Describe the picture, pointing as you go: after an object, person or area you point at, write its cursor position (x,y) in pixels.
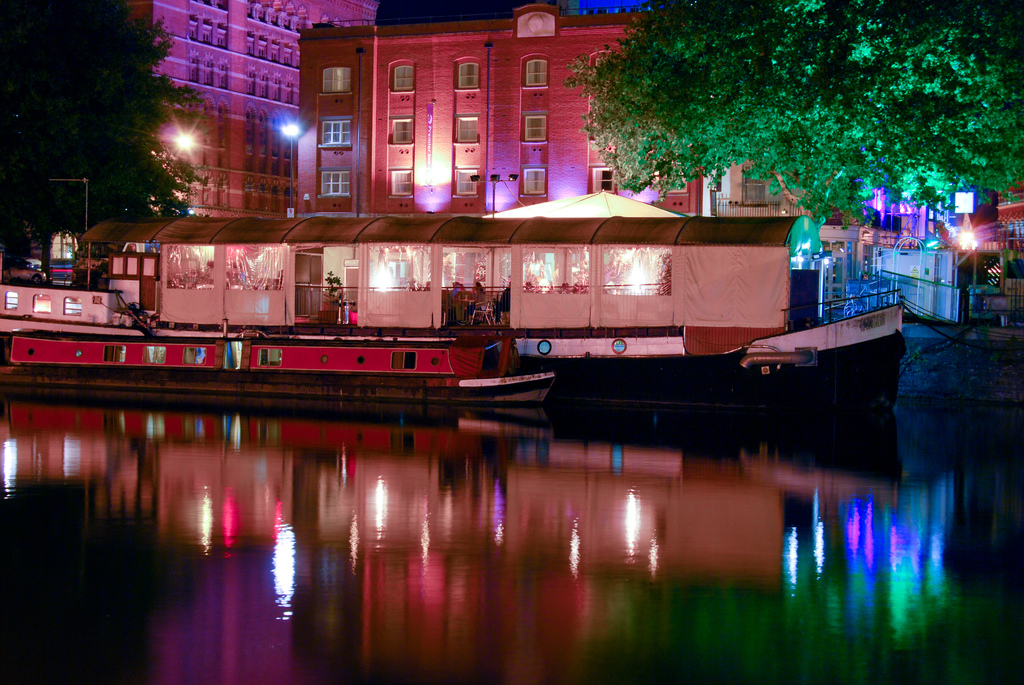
There are ships (605,304) on the water (521,490) and people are present inside it. There are trees (132,184) and buildings (327,145) at the back (913,203) and there are colorful lights (956,240).
